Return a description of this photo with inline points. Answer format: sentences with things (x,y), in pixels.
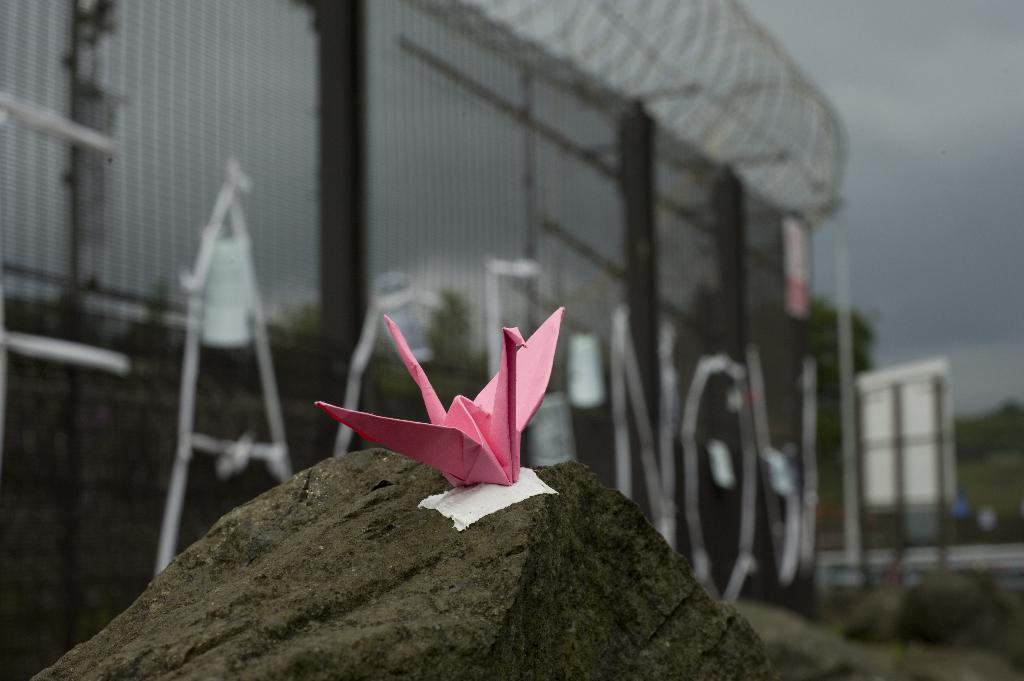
In this picture there is a paper art (504,404) placed on a stone (568,665). The paper (472,433) is in pink in color. In the background (229,416) there is a wall (432,231) with the fence (368,220). Towards the right (916,420) there is a board (917,395) and trees (992,447). On the top (822,19) there is a sky (863,60).
